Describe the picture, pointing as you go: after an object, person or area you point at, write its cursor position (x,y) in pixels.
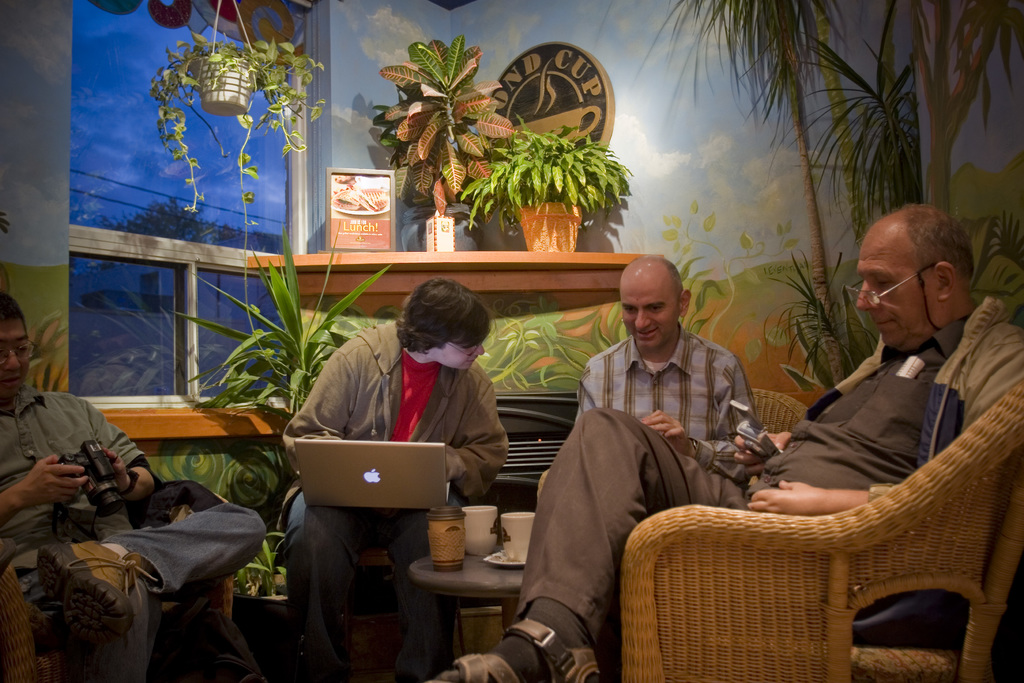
In this picture, we can see a few people (491,474) sitting and holding some objects (361,453) like mobile phone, laptop (381,470), camera (101,473), and we can see table (471,580) and a few cups (477,549) on table (473,562), we can see the wall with art (922,157), window (238,139), shelf (380,254) and plants (177,128) in pots (406,243), we can see trees (204,220), wires (185,198), and the sky (185,180) with clouds (185,180).
